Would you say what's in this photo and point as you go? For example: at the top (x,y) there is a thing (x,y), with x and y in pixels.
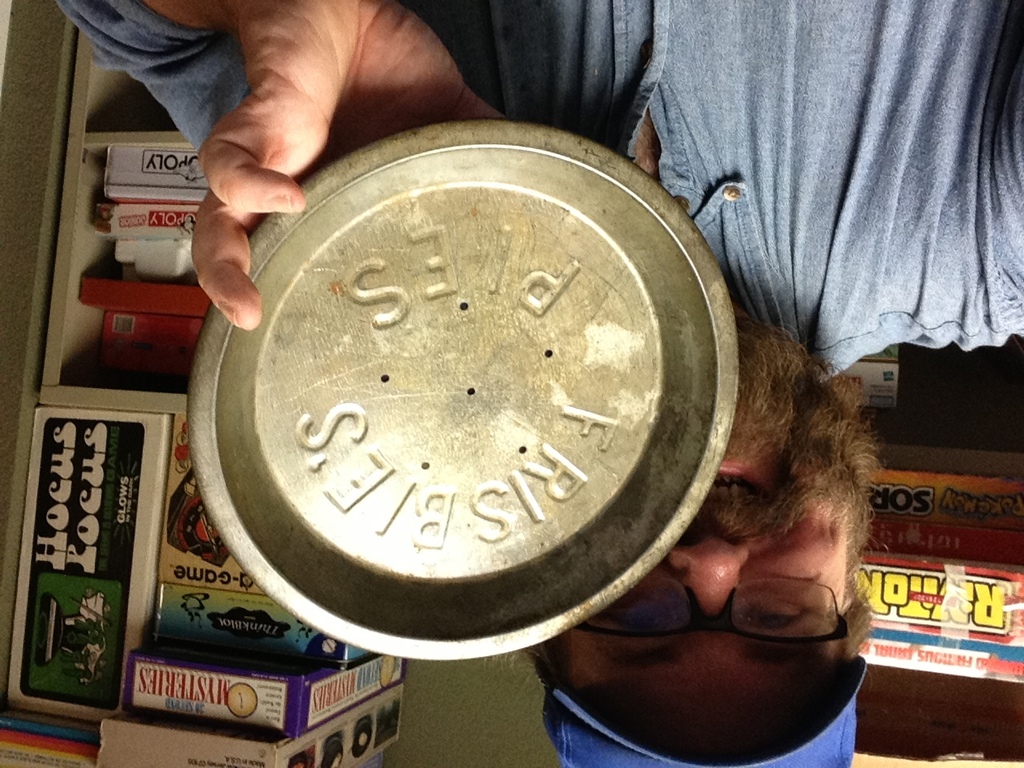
In the foreground of this picture (334,96) we can see a man (765,494) holding some metal object (534,378) and seems to be standing. In the background (288,726) we can see the cabinets (931,430) containing the boxes (262,605) and we can see the text (106,517) and some pictures (97,605) on the boxes (114,344).
